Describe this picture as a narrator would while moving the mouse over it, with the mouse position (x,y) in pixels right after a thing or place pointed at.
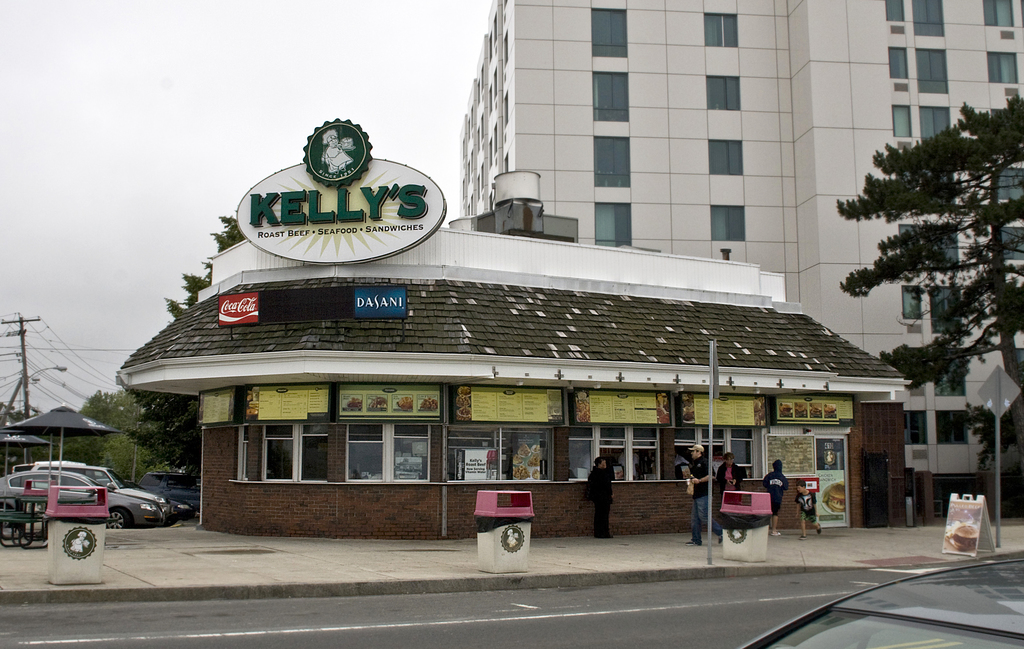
In this image, we can see a building (748,84) and at the left side (130,485) there are some cars (130,485) and there is a tent (50,423), there are some trees (148,438), at the top (121,88) there is a sky (151,80).
